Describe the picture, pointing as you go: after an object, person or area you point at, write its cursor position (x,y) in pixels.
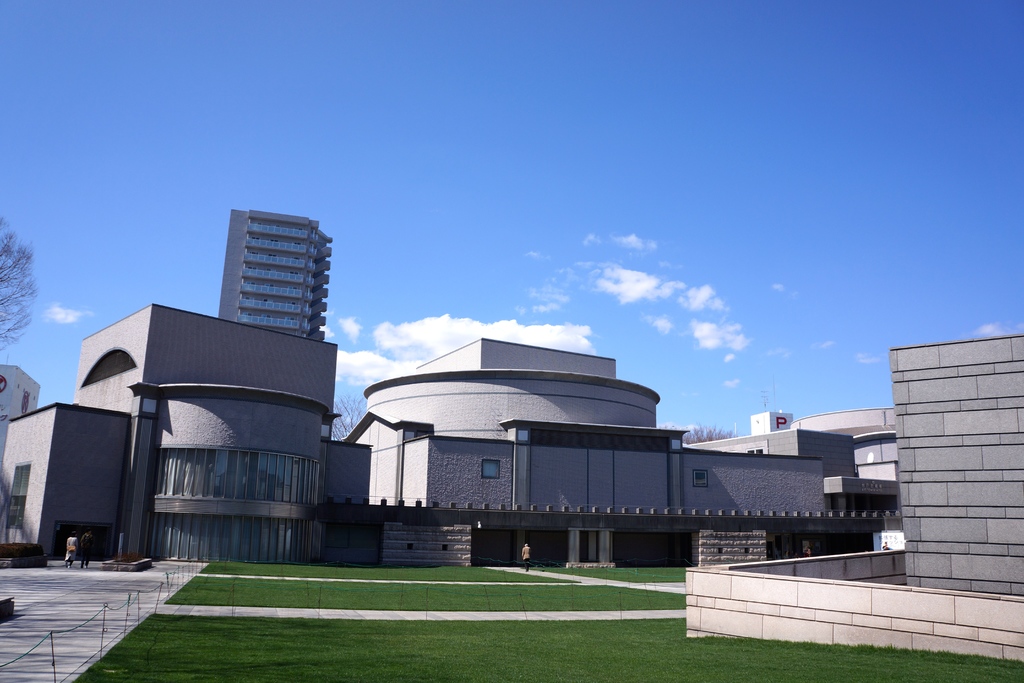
This image consists of buildings (399,496). At the bottom (376,635), there is green grass (408,604). And we can see three persons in this image. At the top (511,189), there are clouds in the sky (585,199). On the left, we can see a tree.
